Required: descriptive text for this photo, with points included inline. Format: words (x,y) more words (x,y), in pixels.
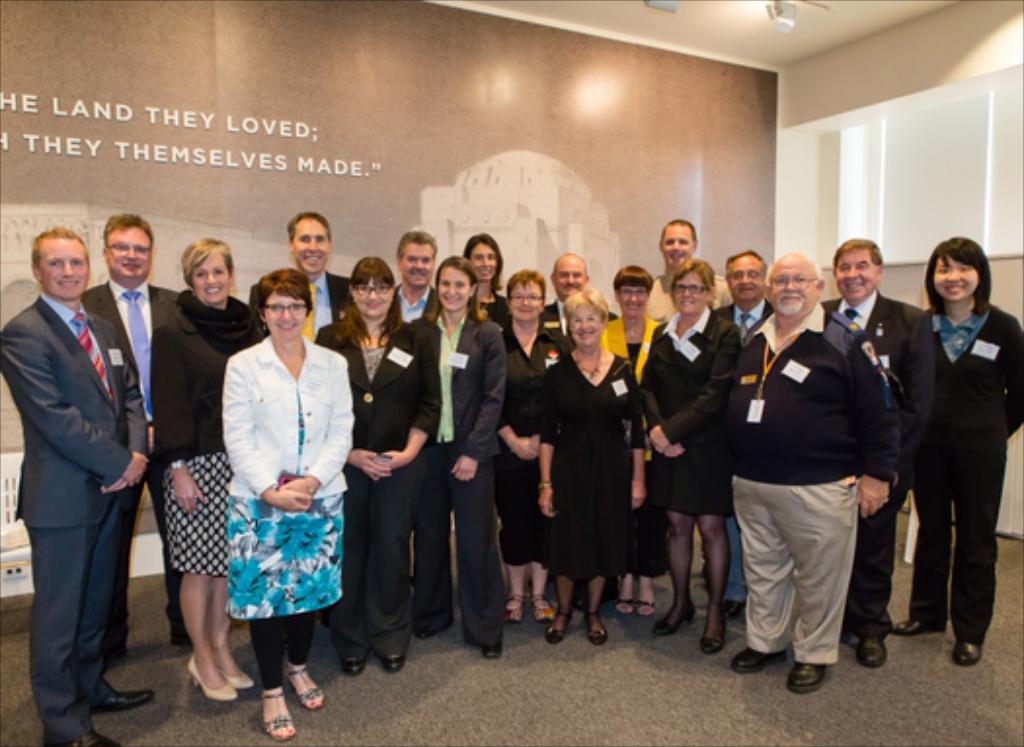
In this image in front (32,421) there are a few people (486,398) standing on the floor (673,647) and they were wearing a smile on their faces (754,272). Behind them there is a wall (444,101) and on the wall (506,175) there is a painting (288,220) and some text (179,109) written on it.
